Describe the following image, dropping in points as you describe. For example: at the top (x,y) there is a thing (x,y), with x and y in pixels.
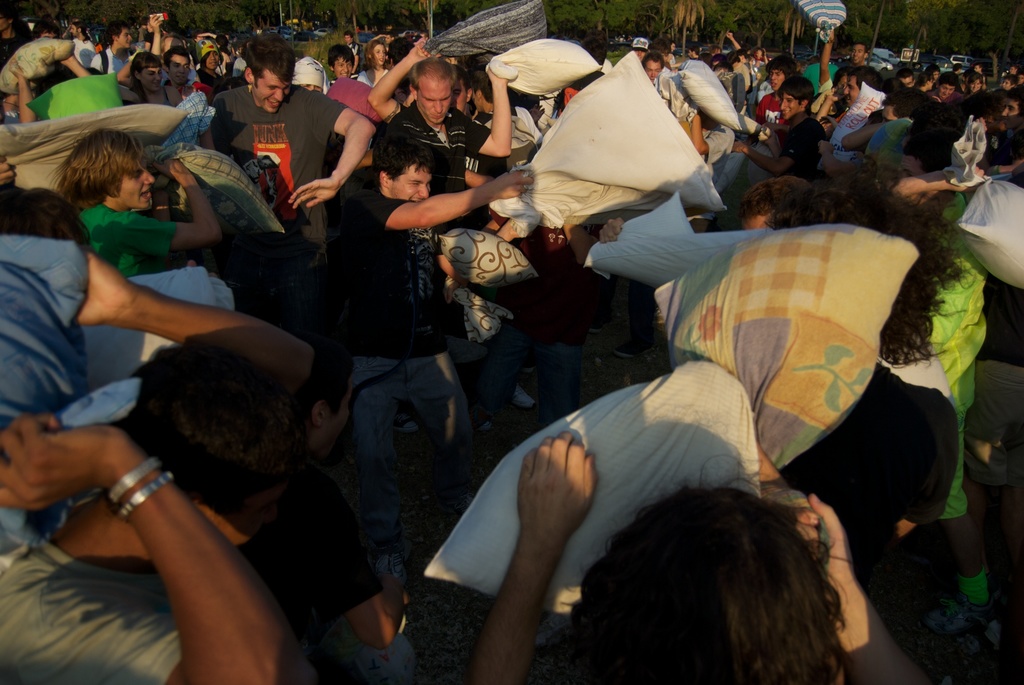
In the image there are many people (894,135) standing and there are holding pillows (713,386) in their hands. Those people (146,183) are fighting with each other. And to the top of the image (930,24) there are trees (460,10).
